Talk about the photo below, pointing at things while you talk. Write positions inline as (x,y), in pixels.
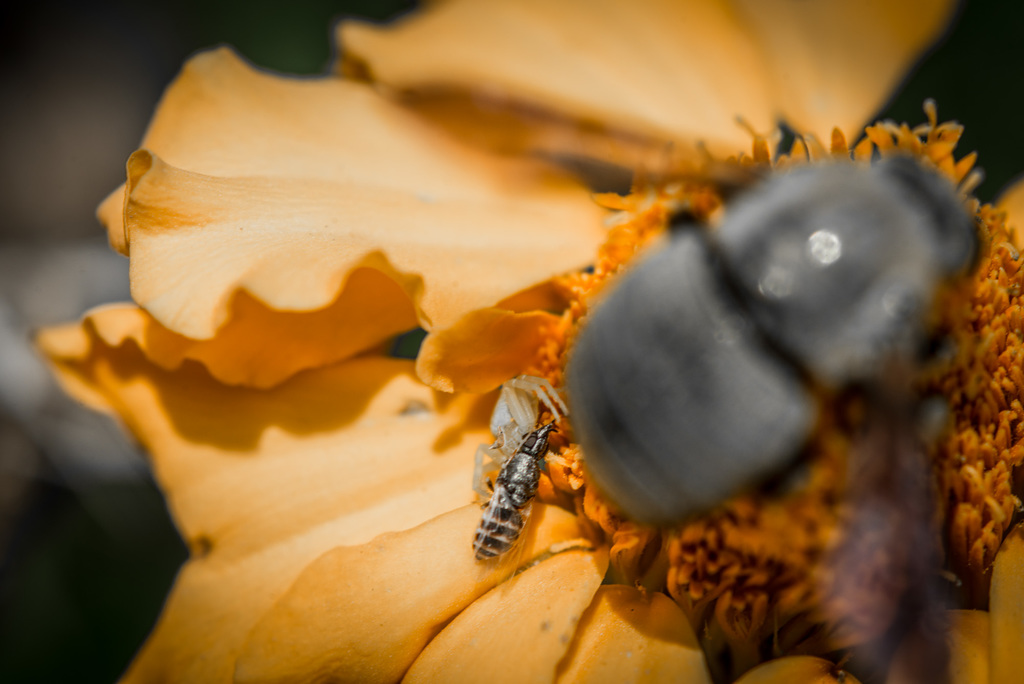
In this image we can see an insect (794,342) on a flower (410,367).
